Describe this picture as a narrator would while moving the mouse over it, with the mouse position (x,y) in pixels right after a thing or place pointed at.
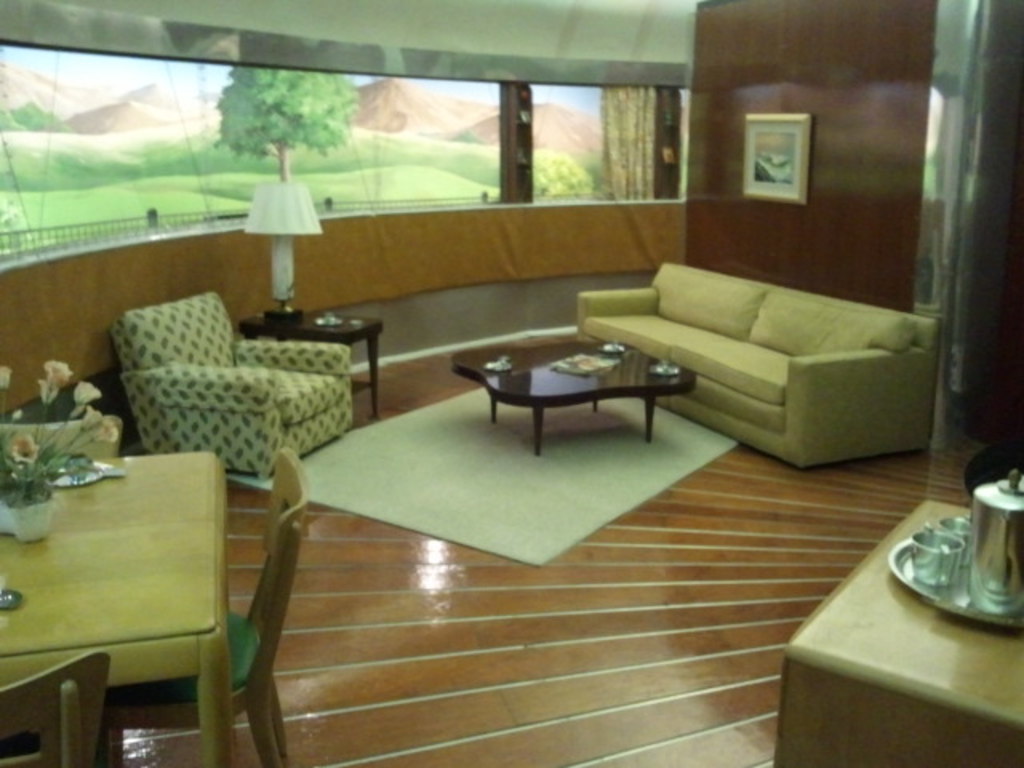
In this image we can see a dining table (129,634) with chairs (29,703) and a flower vase (33,498) placed on the top of the table (94,578). These are the sofa sets (216,401) where a table (626,370) is placed in front of it. This is the lamp light (282,218). This is the wall (717,148) where a photo frame (787,165) is attached to it. On the right side of the image (907,561) we can see a plate (962,566), glasses (930,544) and a jug (1007,524) placed on it. These are the curtains (646,159). these are the trees (292,111) and mountains (444,123).
